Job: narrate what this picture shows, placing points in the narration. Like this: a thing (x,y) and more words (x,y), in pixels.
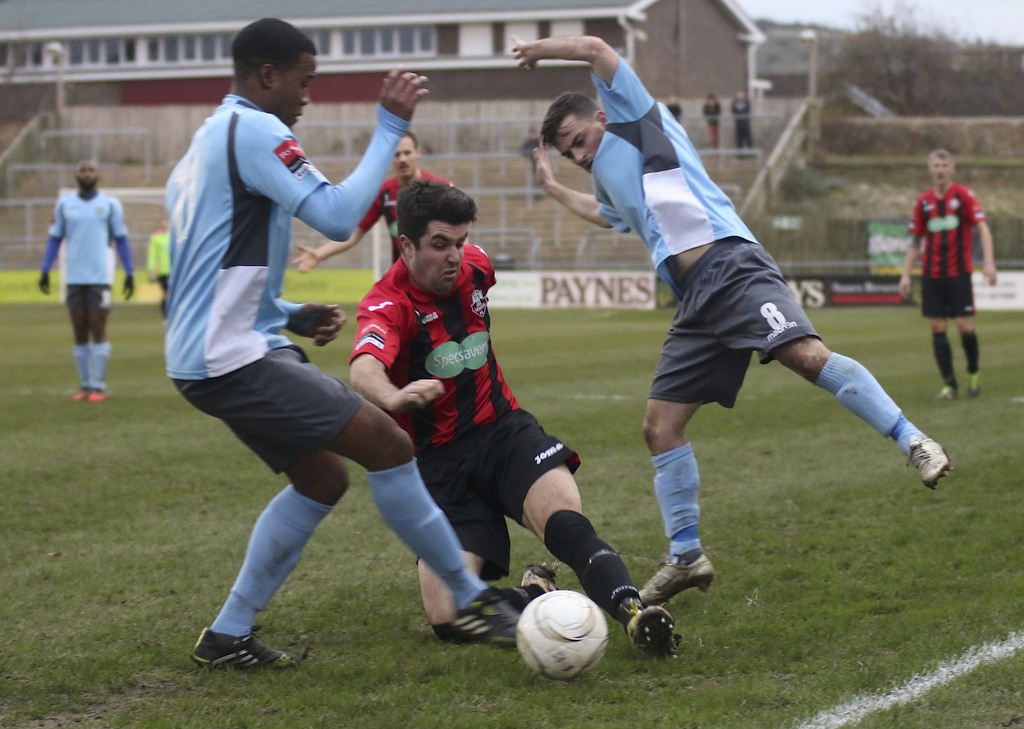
Image is taken outside. Person (393,384) at the middle of the image (363,346) is wearing a red and black striped shirt (397,275), spikes (668,619) and socks (600,538) is trying to kick the ball (538,604). Left side (278,359) there is a person (292,350) wearing blue shirt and blue socks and shoe (493,591). There is a stairs (579,245) at the backside of the image (572,256). Three persons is standing on the stairs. There are few trees (847,101) and sky (830,18) at the back (1006,11). At the right side (939,180) there is a person (942,160) walking. Left side there is a person (87,352) standing.
